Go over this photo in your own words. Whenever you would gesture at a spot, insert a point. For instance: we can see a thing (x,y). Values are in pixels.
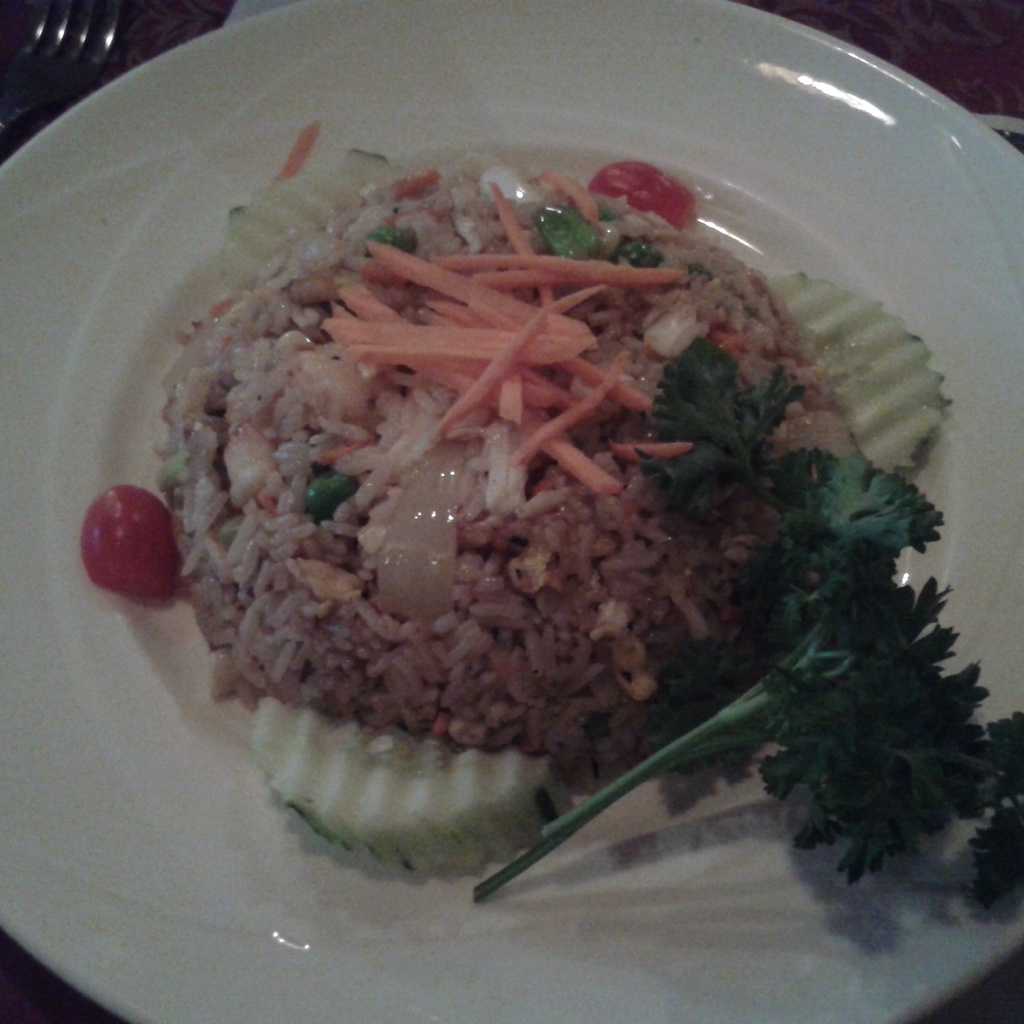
In this picture, we can see some food items (521,392) served in a plate (191,1015).
